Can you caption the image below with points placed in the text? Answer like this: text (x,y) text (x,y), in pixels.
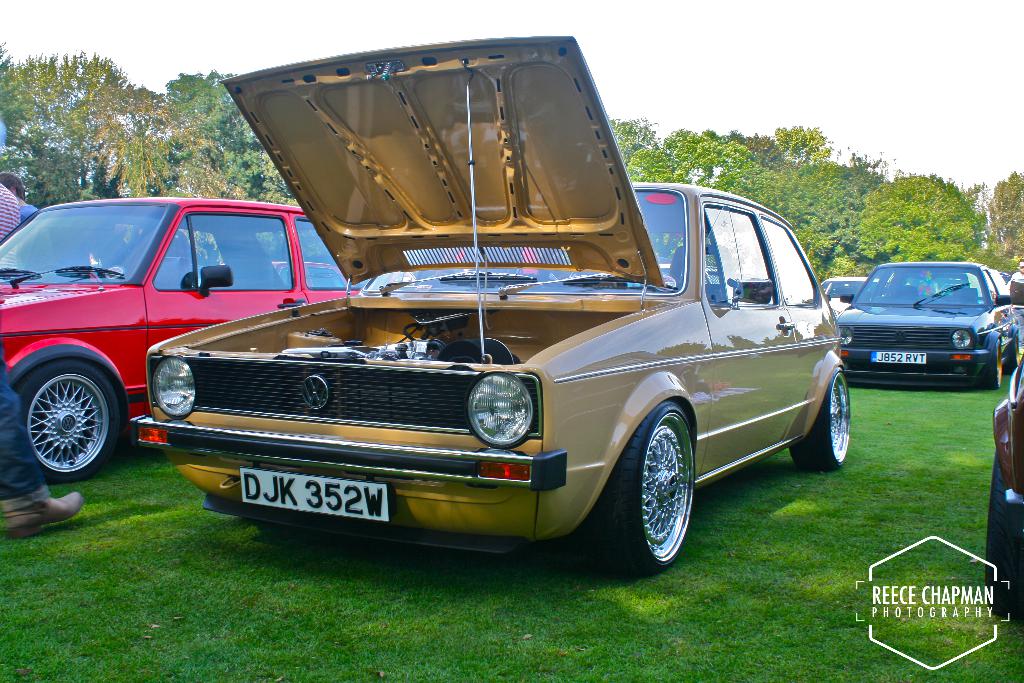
In this picture we can observe some cars (363,454) parked on the ground (718,579). There is some grass (390,600) on the ground (510,574). We can observe brown, red and black color cars (575,338). There is watermark (912,613) on the right side (953,597). In the background (792,194) there are trees (111,125) and a sky (140,47).
